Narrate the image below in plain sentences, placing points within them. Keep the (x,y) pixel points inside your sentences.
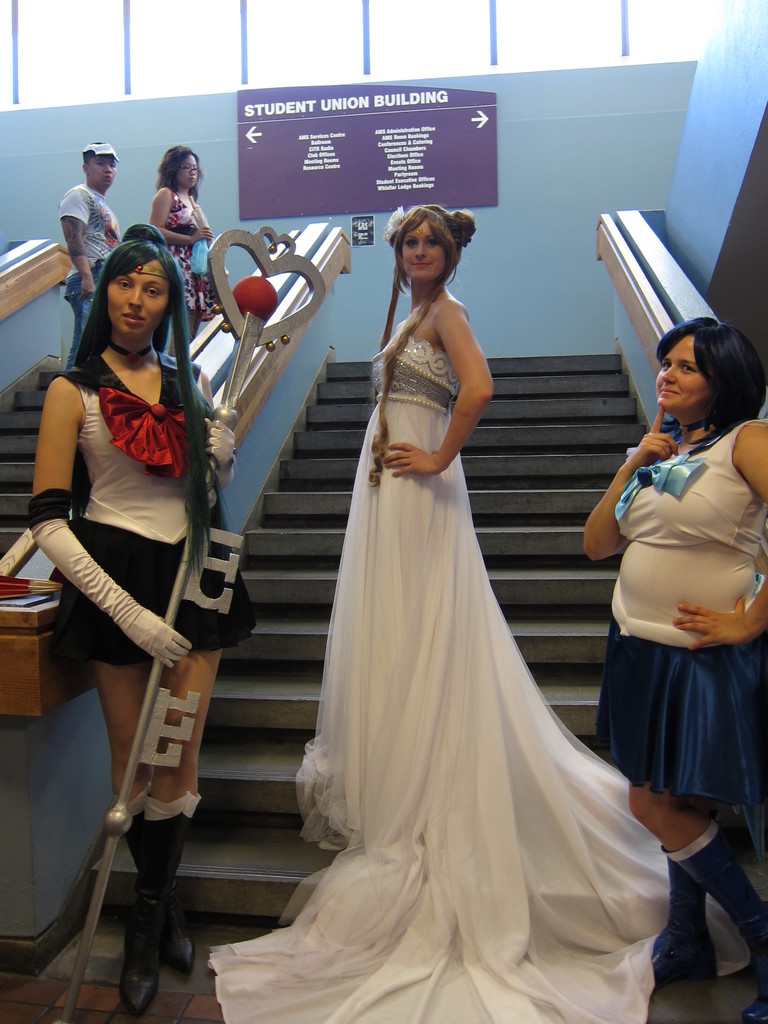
In this image we can see women (502,709) wearing costumes (397,720) and standing on the staircase (262,563). In the background (208,232) there are a man (102,186) and a woman (177,189) standing on the stairs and an information board (290,185) to the wall (28,176).
